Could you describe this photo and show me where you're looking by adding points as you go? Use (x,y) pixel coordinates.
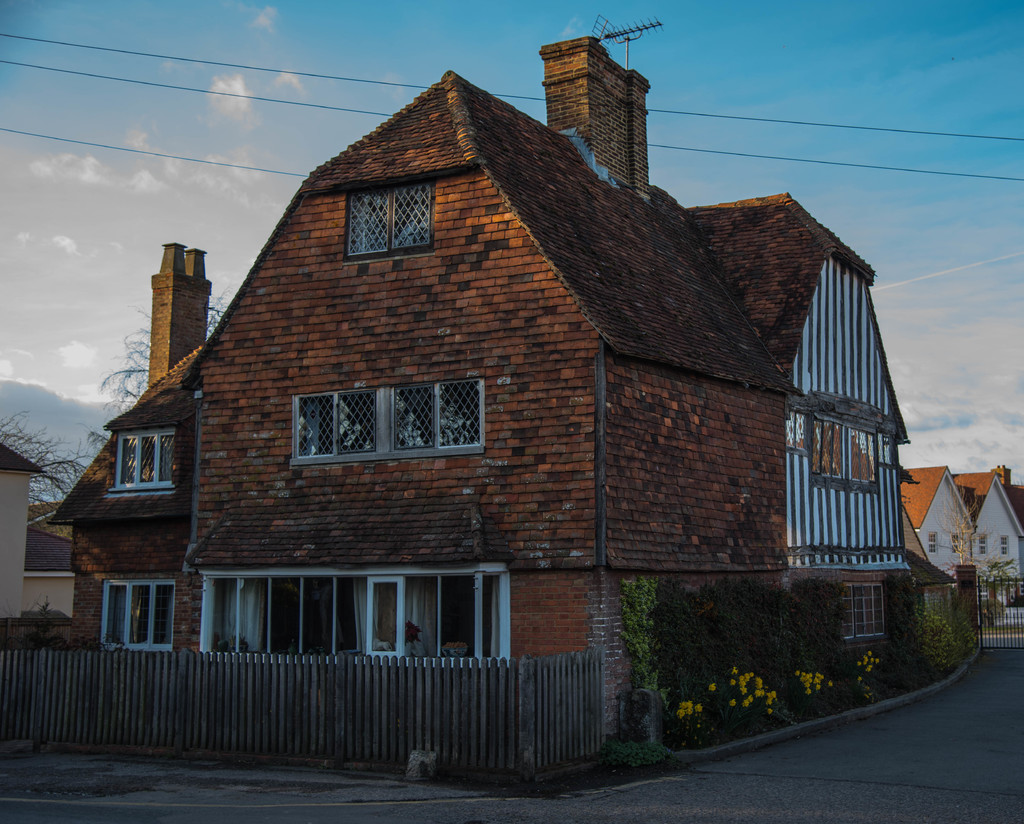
In this image there is fence (505,694), plants (646,681) with flowers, houses (431,611), trees (998,568), and in the background (989,440) there is sky (69,211).
